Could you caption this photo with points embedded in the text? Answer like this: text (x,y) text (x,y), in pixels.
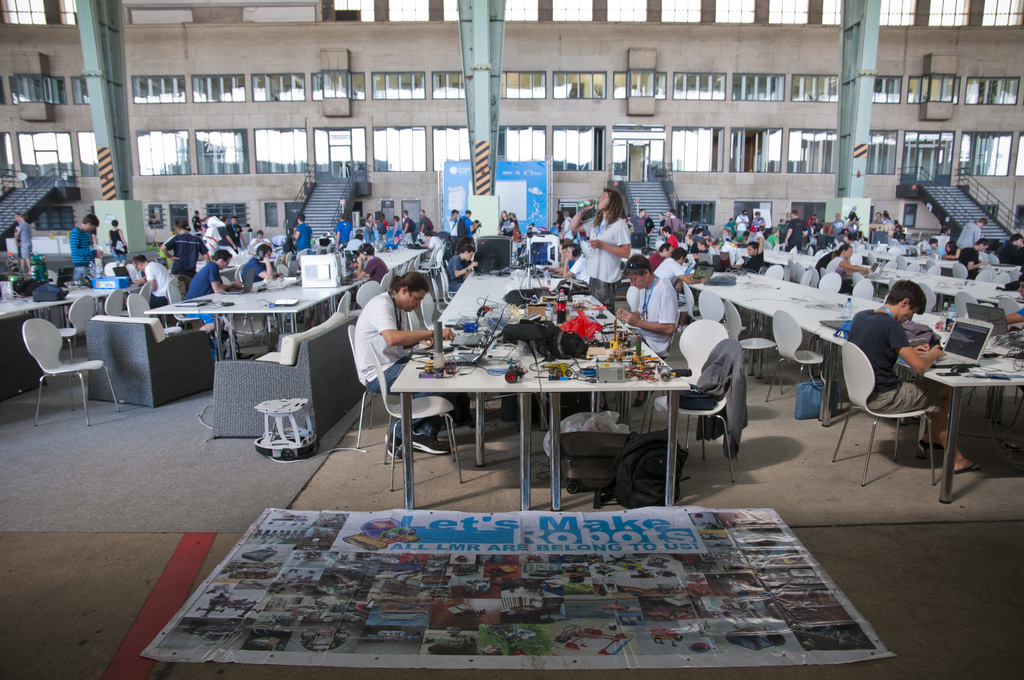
Most of the persons (207,294) are sitting on a chair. In-front of this person (293,246) there are tables (481,343), on tables (600,341) there are things (318,262). Far there are steps (642,189). This is a building (197,82) with window (288,86). On floor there is a poster (475,606). Under the table (632,381) there is a bag (627,450) and luggage (588,466). On this chair (718,413) there is a jacket (726,382). This person (878,373) is sitting in-front of laptop (946,347).
